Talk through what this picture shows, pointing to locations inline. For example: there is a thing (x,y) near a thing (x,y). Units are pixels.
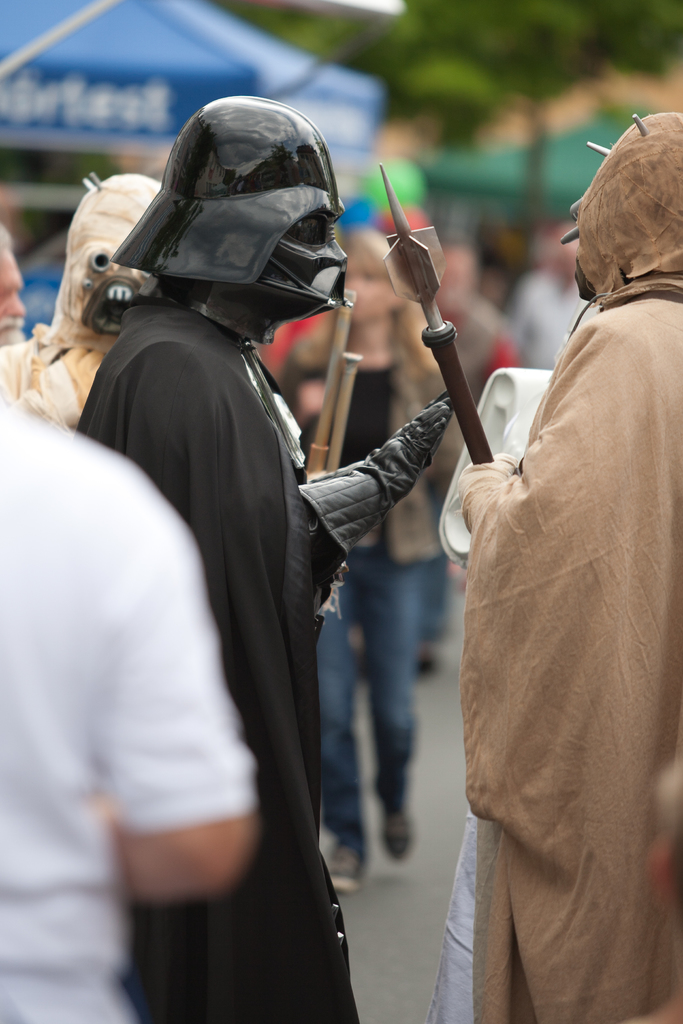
In this image, there are a few people (682,280) wearing costumes (488,809). We can see the ground (391,864). We can see some trees (507,66), tents (518,142).
